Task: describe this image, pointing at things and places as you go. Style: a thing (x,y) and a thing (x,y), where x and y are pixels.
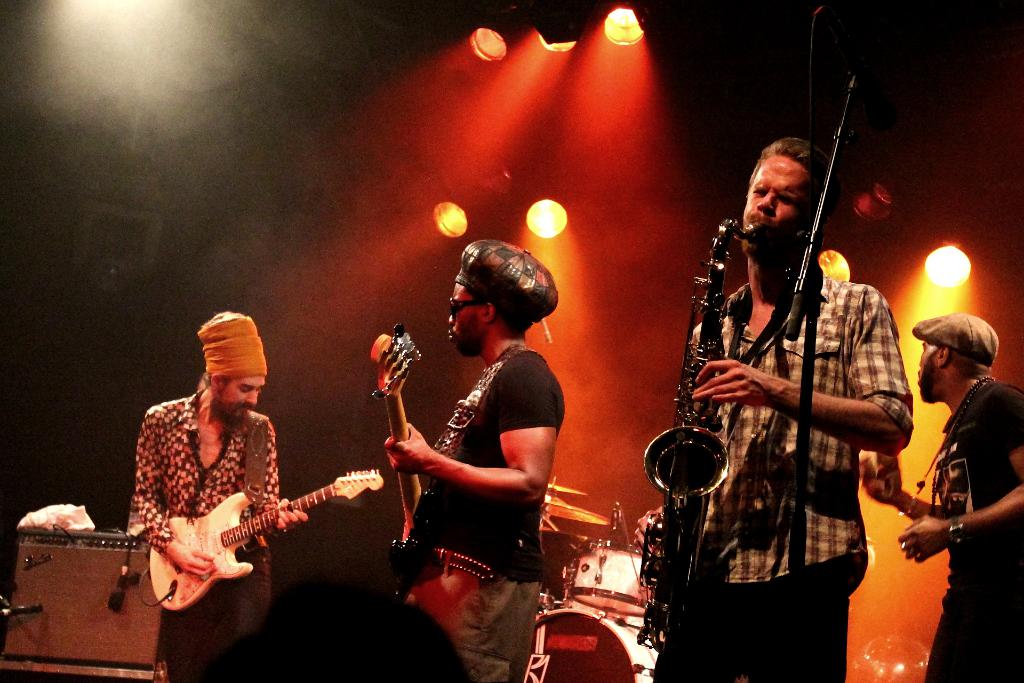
In this picture some people (821,443) are standing and playing musical instruments (646,576) and back side there are so many musical instruments (614,607) are being placed. we can see the light (560,215) focusing.
